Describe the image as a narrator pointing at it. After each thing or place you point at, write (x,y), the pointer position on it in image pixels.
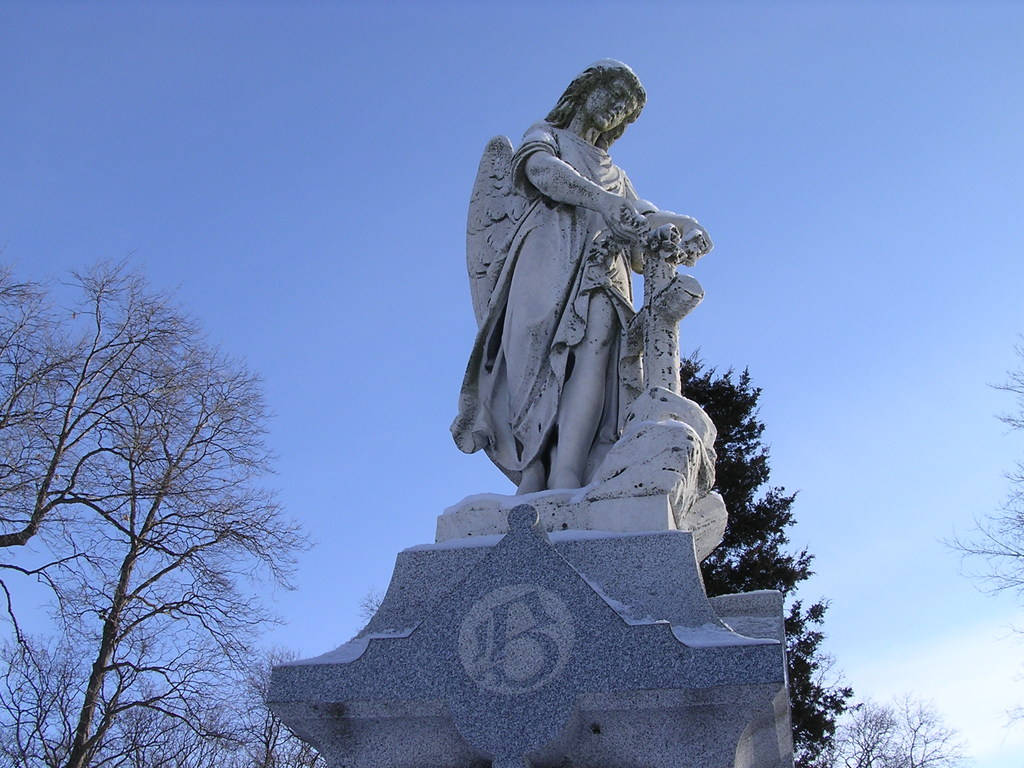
In this picture we can see a statue (506,456) on an object (492,564). Behind the statue (574,321), there are trees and the sky (741,253).
